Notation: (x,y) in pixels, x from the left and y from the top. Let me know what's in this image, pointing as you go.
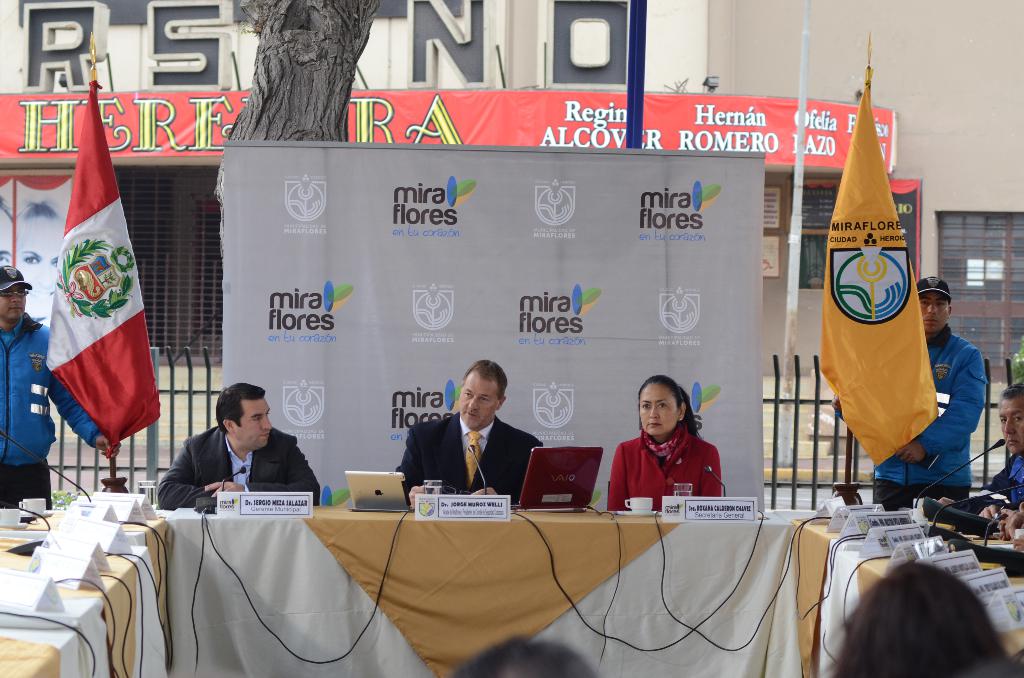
This image consists of many people (420,451). In the front (273,487), there are three persons (255,481) sitting in the chairs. In the front (425,534), there are tables (145,601) on which there are laptops (373,480) and name boards (844,531) kept. On the left (112,264) and right, we can see the flags (855,341). In the background (728,167), there is a building (954,113) along with banners (470,123). Behind the banner (327,171) there is a tree (339,82). And also there is a fencing (215,424) made up of metal (813,391).
